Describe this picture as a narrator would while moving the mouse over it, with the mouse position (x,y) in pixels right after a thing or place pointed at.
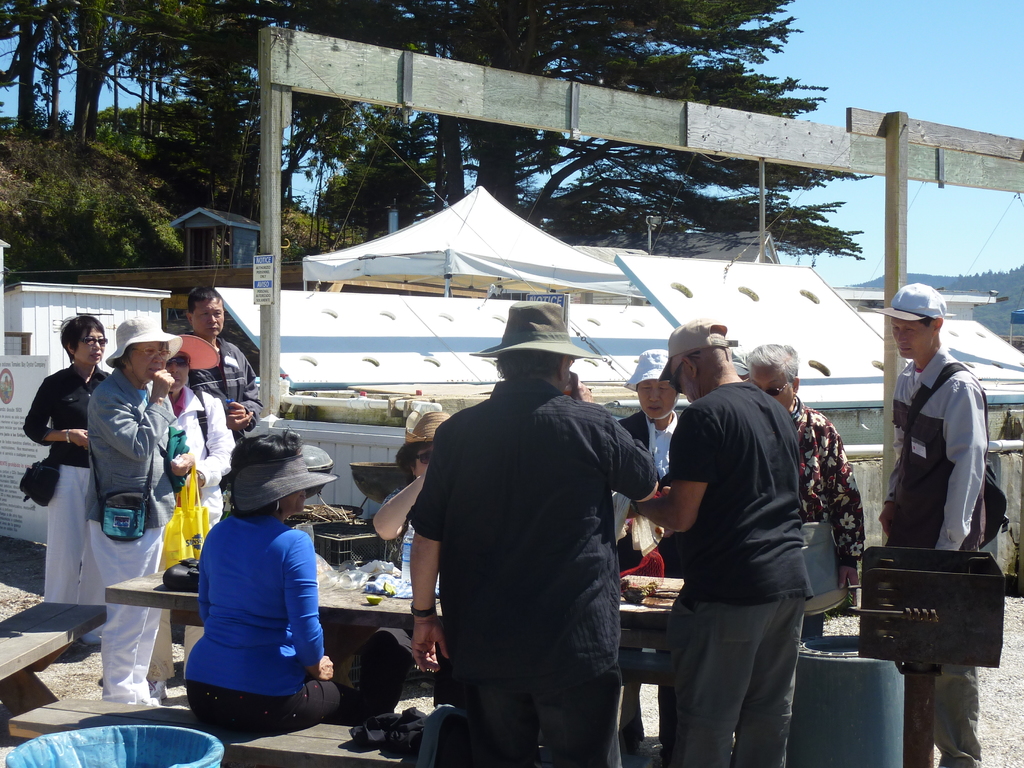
In this image in the foreground (572,390) there is a table (146,580), on which there is a bottle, bag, some other objects (667,584), there are few persons (687,584) visible around the table (633,620), there is a barrel (846,669), container (137,752), bench (92,718), in the middle (478,282) there are some trees (769,48), tents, fence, in the top right (930,46) there is the sky (1003,120).
